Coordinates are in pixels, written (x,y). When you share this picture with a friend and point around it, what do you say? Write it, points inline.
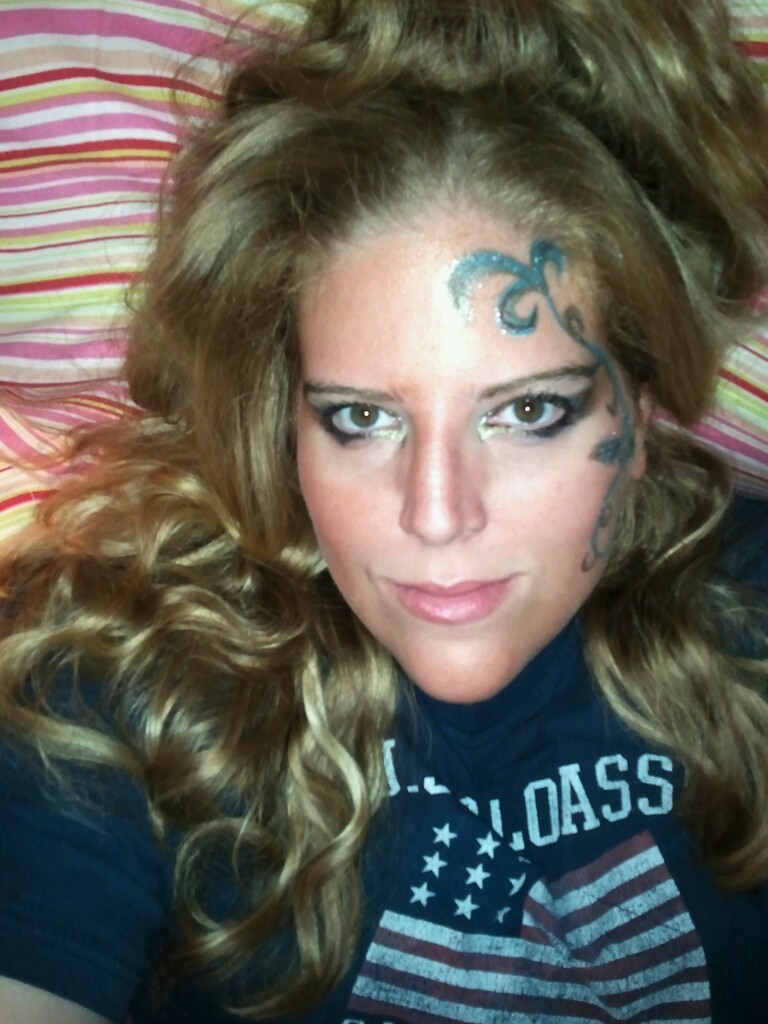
In this image I can see a woman (566,827) wearing a t-shirt (427,774), smiling and looking at the picture. In the background (62,185), I can see a cloth (77,273).
